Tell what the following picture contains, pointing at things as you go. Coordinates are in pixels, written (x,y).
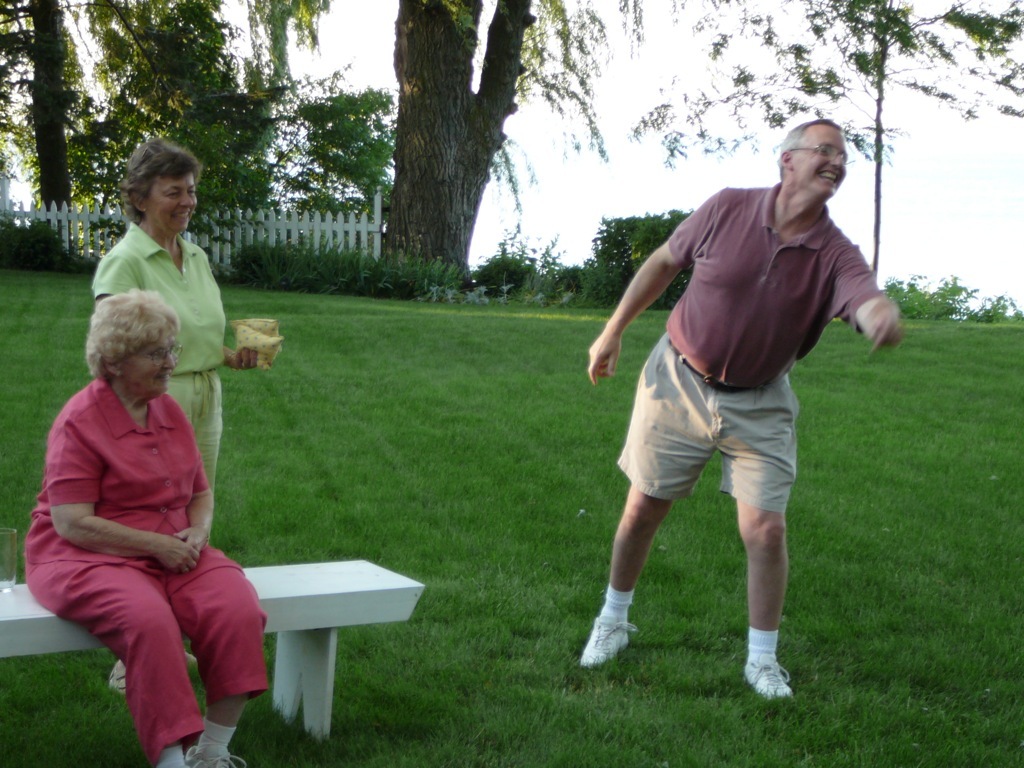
In this image, there are a few people (674,383). Among them, we can see a person (160,558) sitting on a bench (330,579). We can see the ground (592,535) covered with grass (576,319). There are a few plants (576,291) and trees (102,185). We can also see the fence (38,212) and the sky (571,201).
